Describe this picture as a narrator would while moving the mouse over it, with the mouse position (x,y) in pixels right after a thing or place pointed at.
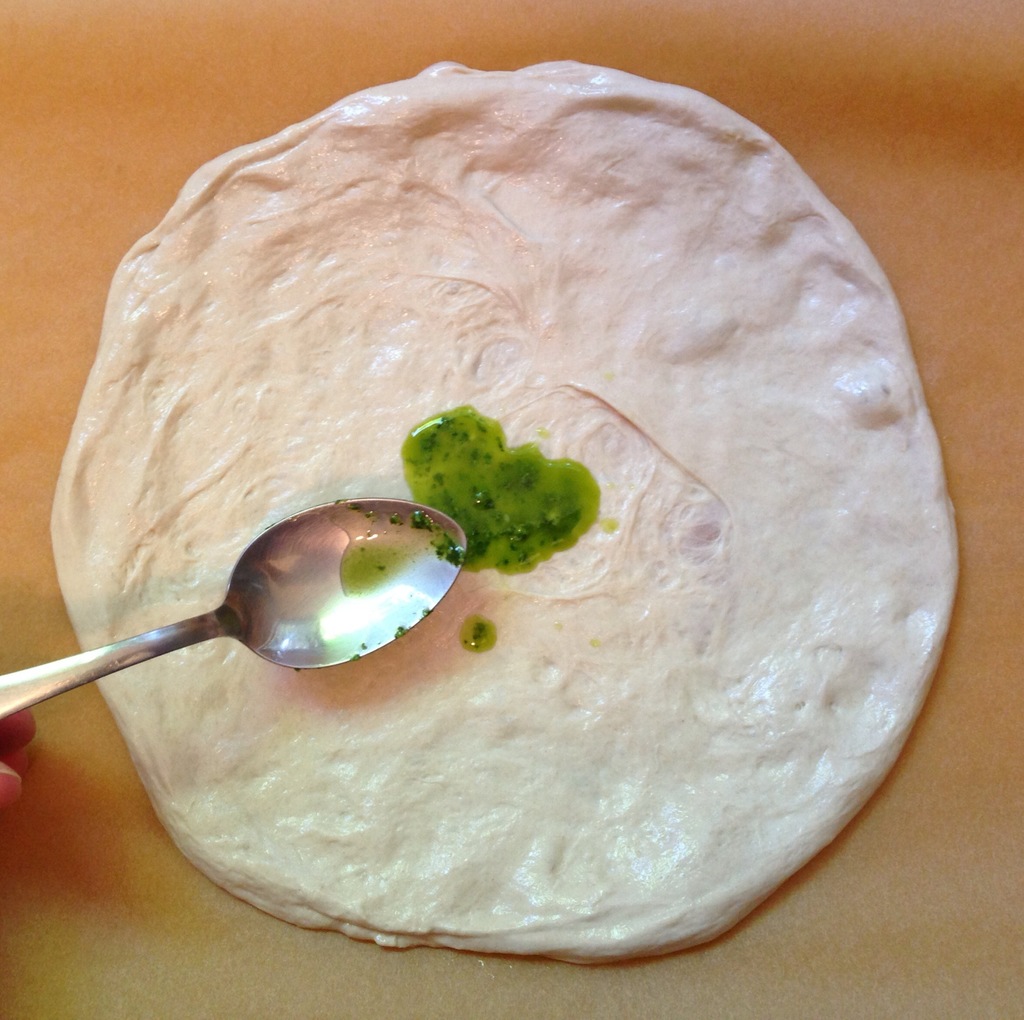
In this picture I can see there is some food (354,911) placed on the yellow surface (187,948) and there is some green thing (516,525) put on the food (486,613) by the spoon (36,685).
